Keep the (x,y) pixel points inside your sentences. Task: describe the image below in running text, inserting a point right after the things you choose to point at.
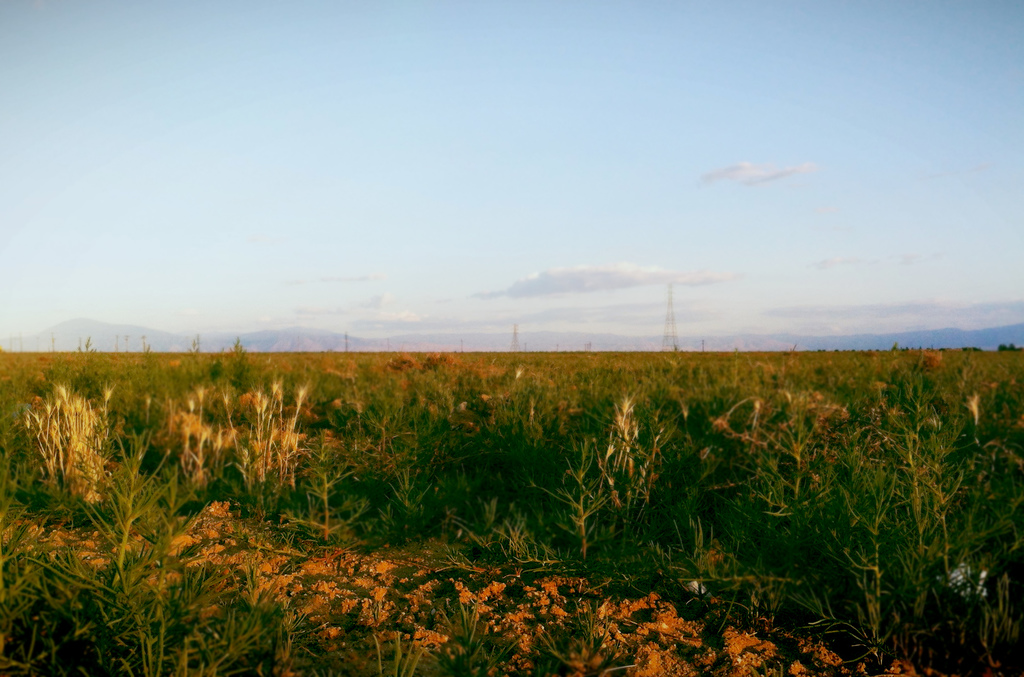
There is a path (670,639). On both sides of this path (503,596), there are plants (335,425). In the background (677,321), there are towers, mountains (454,339) and clouds (582,280) in the blue sky (621,90).
